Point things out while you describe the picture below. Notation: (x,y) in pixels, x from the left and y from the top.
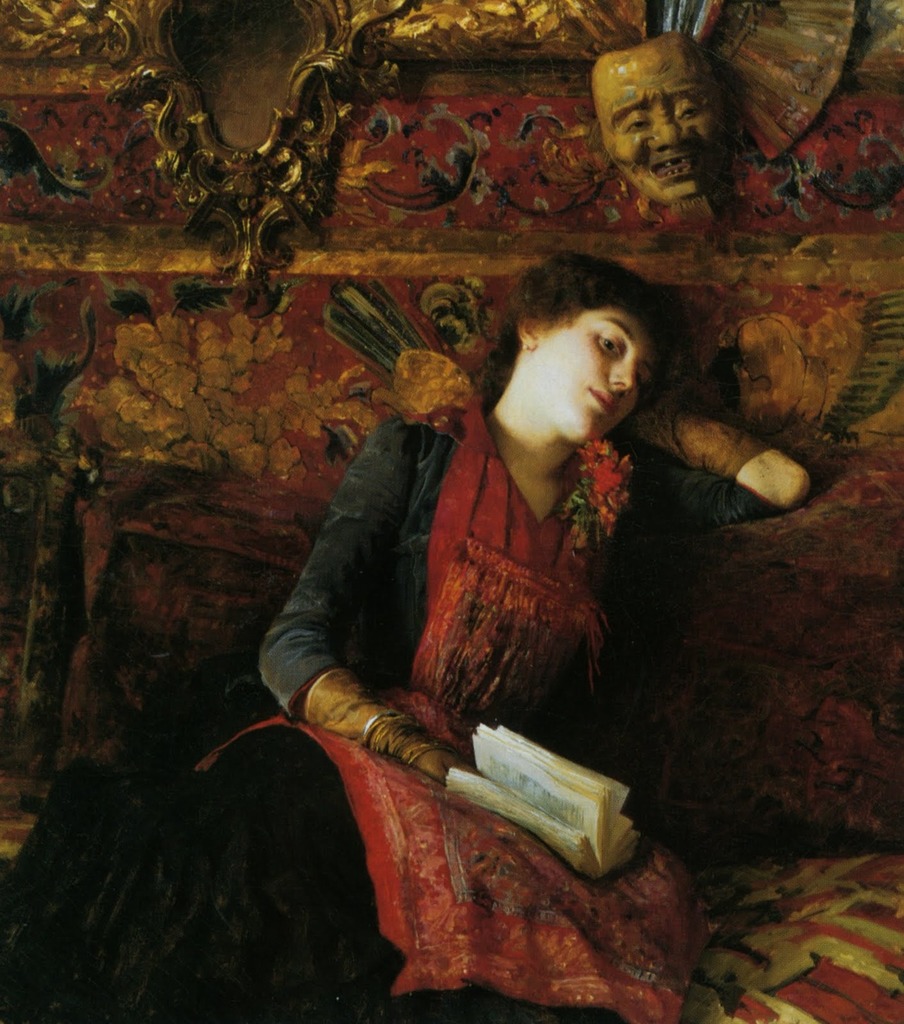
This picture shows a sofa set (878,765) and a woman (355,1009) seated on it by holding a book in her hand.
